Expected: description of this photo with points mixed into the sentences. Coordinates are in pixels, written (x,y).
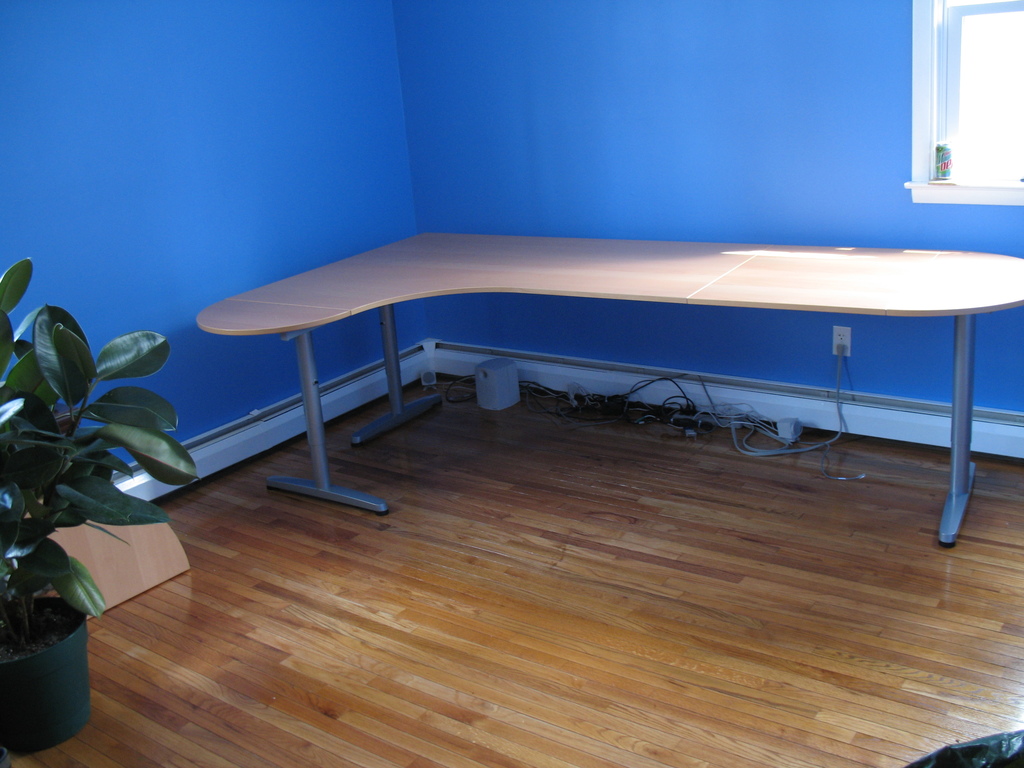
This is the wooden table (512,274). Here is the window (972,64) with the glass door (969,66). This is the house plant (46,541). I can see a small object (497,370), which is under the table (959,321). I think these are the cables (743,418). This looks like a socket (842,345), which is attached to the wall (895,342). I can see the tin (943,167), which is placed near the window (967,142). This is the wall (222,170), which is blue in color.
